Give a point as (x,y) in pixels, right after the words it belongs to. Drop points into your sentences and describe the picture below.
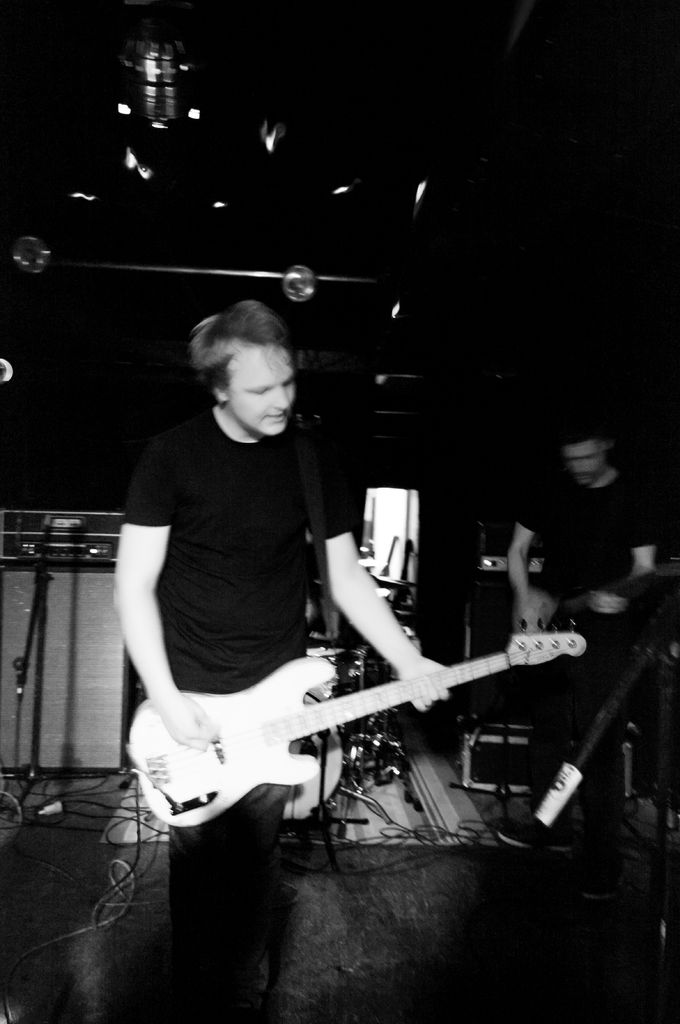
In this picture there is a man (195,839) standing and playing a guitar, and the background there is another man (597,799) standing and playing the guitar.
